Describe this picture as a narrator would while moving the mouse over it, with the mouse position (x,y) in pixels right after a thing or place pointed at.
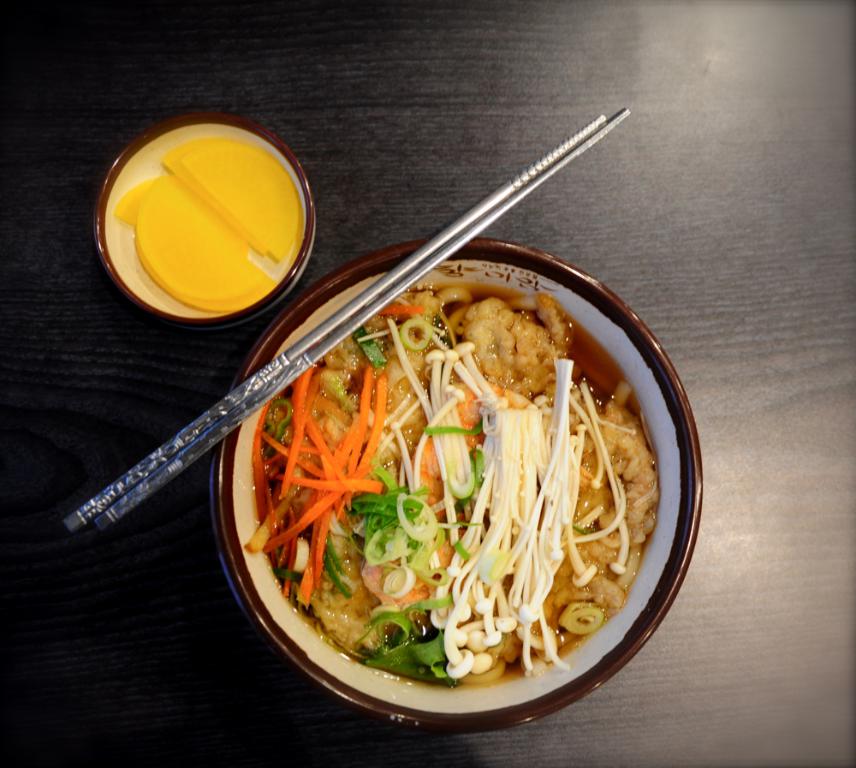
In this image, we can see a table (791,296), on the table (680,736), see a bowl (501,245) with some food (567,390), on the bowl (330,284), we can also see two chopsticks (253,403). On the left side of the table (328,139), we can also see a bowl (271,265) with some food (285,189).
